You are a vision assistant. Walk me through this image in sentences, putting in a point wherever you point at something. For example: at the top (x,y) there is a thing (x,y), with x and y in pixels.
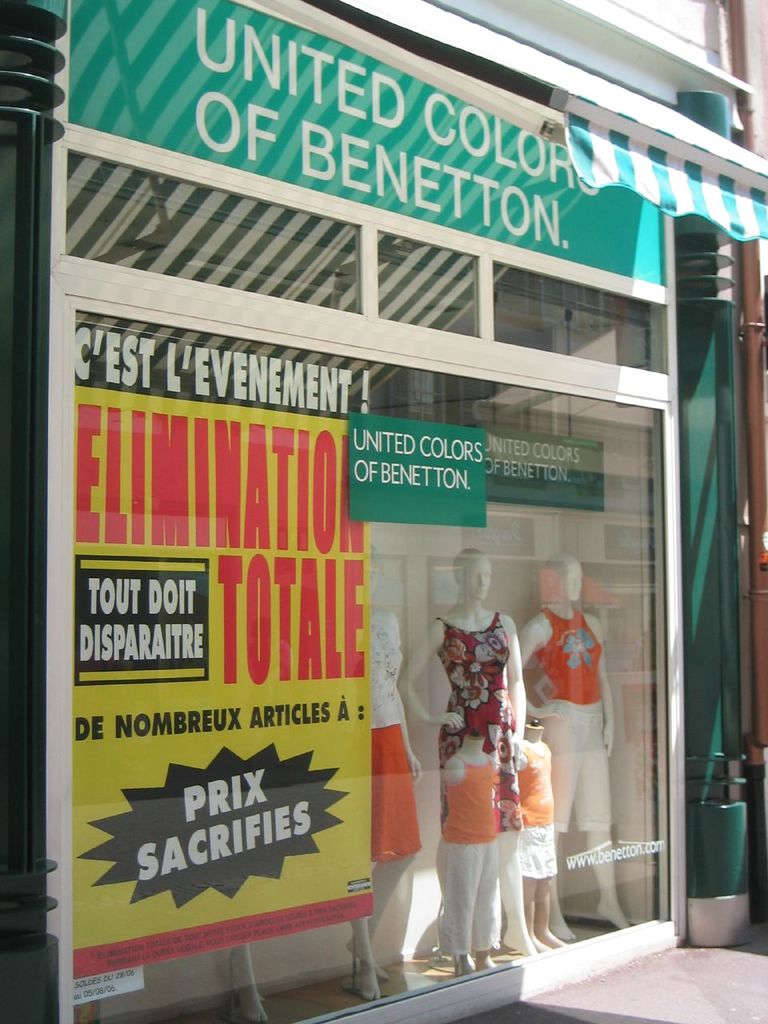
In this image we can see a store (343,1009), poster (262,875), boards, glass doors (293,964), clothes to the mannequins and we can see other objects (725,399).
